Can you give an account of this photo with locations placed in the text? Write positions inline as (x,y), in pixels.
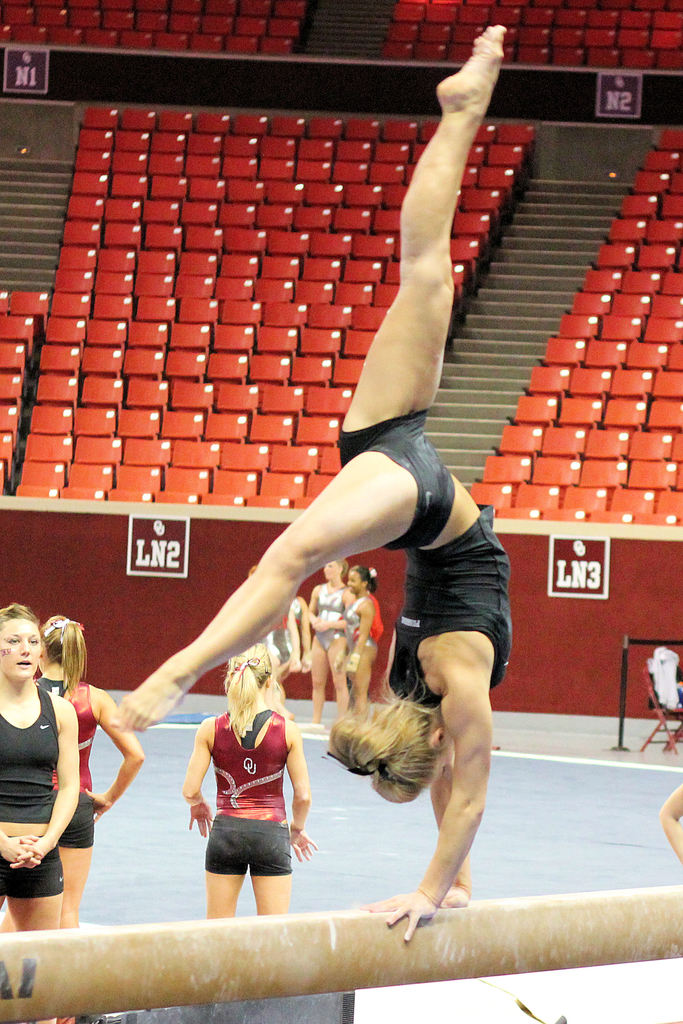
In this image we can see people (399,666), red wall (147,589), chairs (257,311), boards (624,103) and steps (507,354).
